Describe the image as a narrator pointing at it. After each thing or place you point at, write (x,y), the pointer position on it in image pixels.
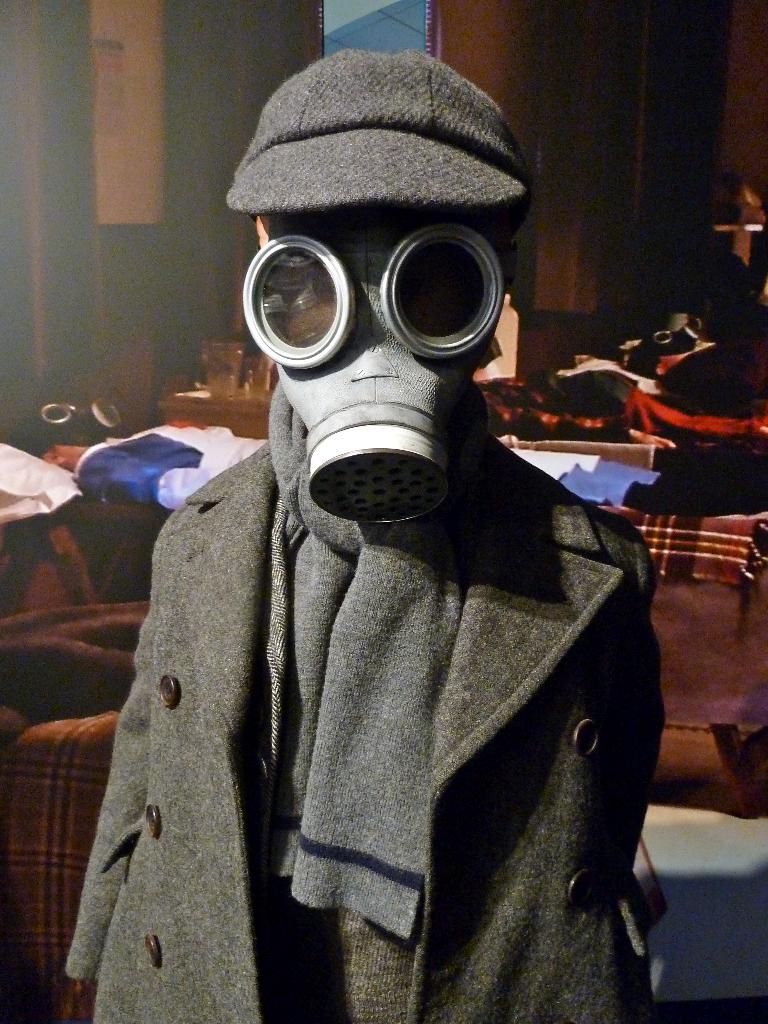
In the image we can see a child (620,655) standing, wearing clothes (578,664), cap (401,122) and a face mask (385,386). There are clothes (694,507) and objects (58,414).
